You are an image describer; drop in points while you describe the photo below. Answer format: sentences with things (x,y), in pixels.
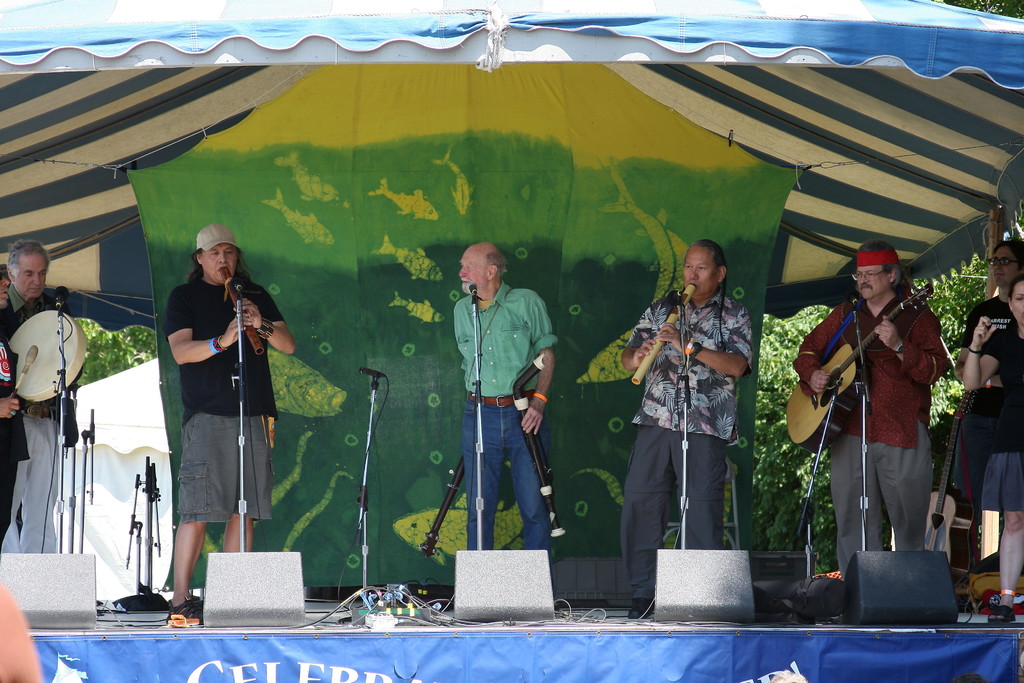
In this picture we can see a band (899,428) performing on a stage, on the stage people (200,379), mics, cables (378,605) and other objects (45,351). The people (215,389) are playing various musical instruments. At the top (178,102) it is looking like a tent (230,113). At the bottom (341,676) there is a banner (252,668).
